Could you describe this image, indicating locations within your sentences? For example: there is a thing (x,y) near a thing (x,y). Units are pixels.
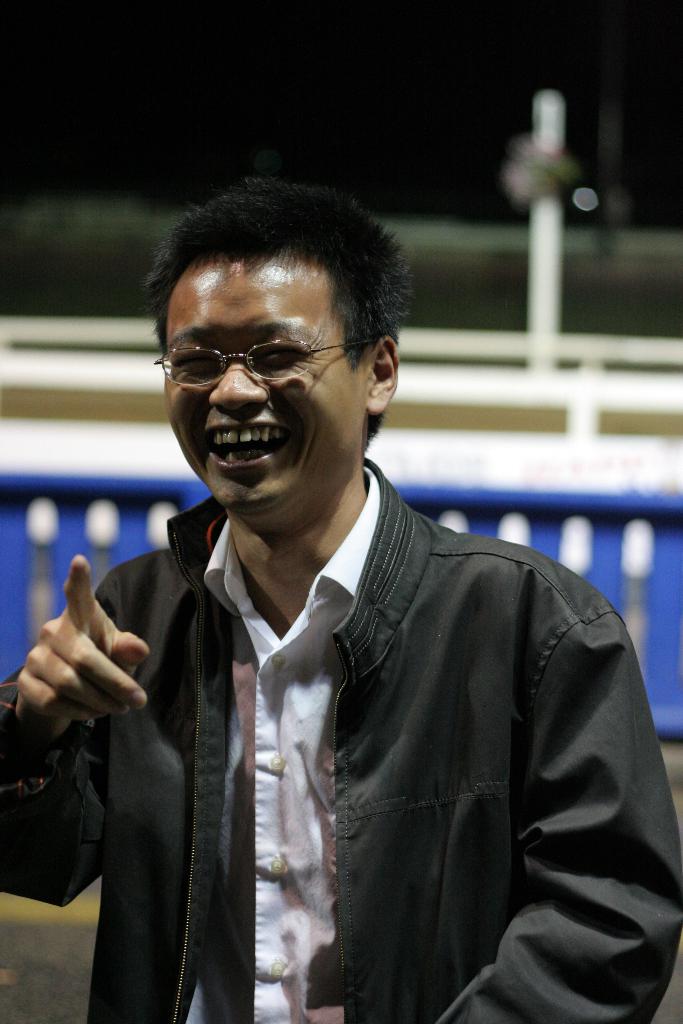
In this image I can see the person (393,543) is wearing white color shirt (313,805) and black color jacket (491,713). I can see the blue color fencing (614,545) and the blurred background (657,227).
